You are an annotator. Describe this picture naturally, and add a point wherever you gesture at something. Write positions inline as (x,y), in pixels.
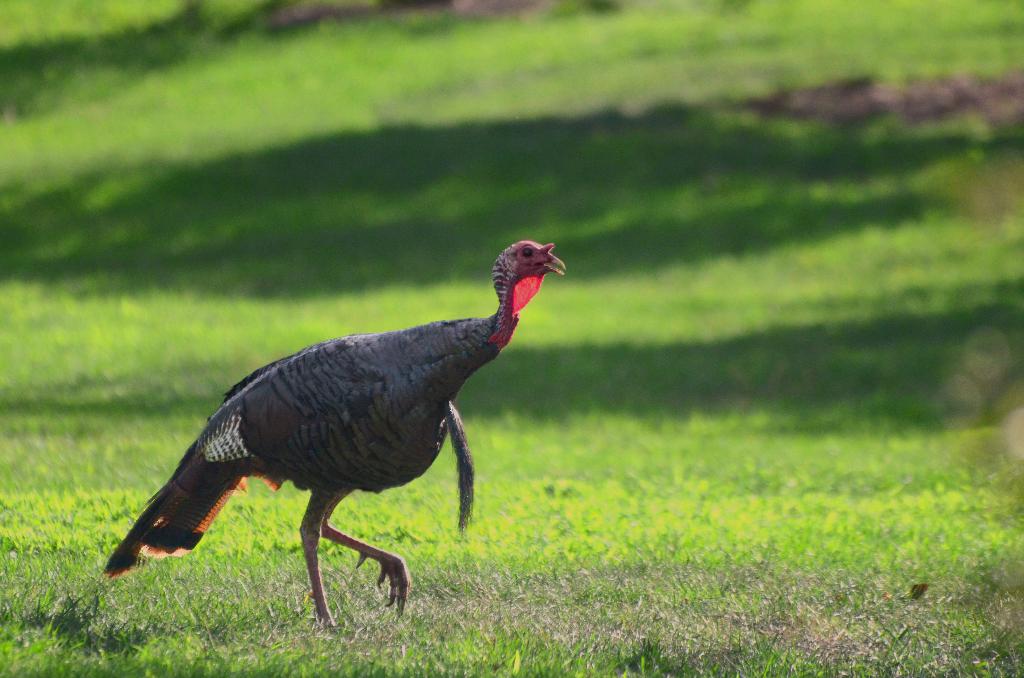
In this image, we can see a bird (387,357) on the ground (524,404).
